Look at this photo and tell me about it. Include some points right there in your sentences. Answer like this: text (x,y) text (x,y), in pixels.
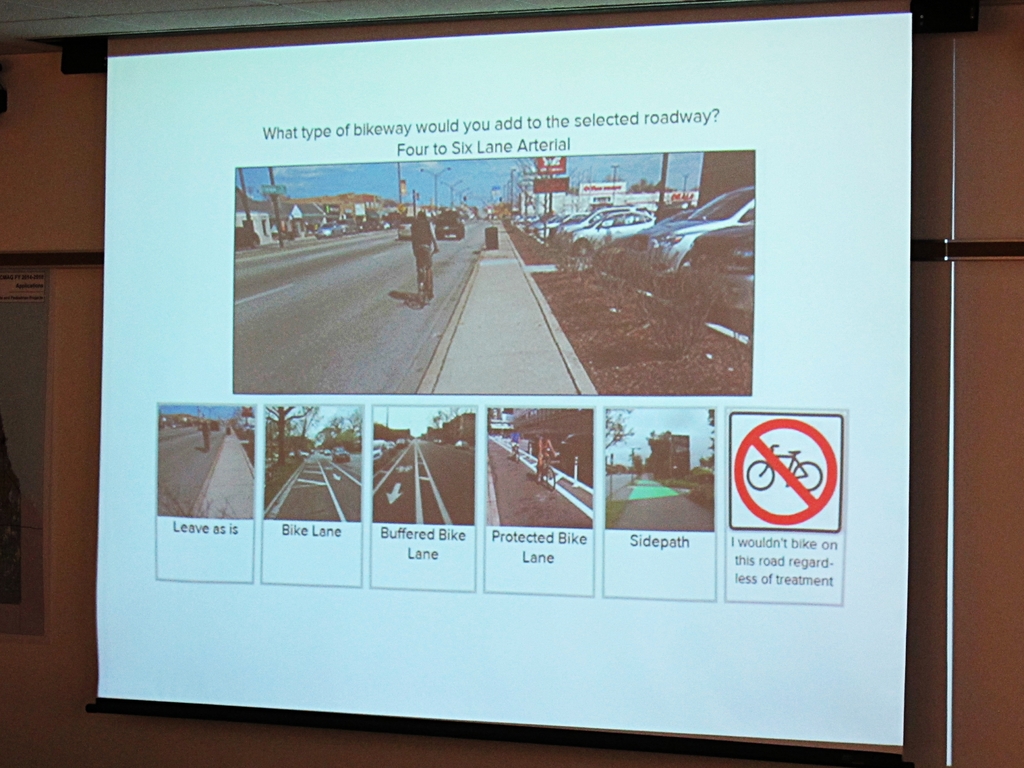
In the center of the picture (597,464) there is a projector screen (402,462), on the screen (500,283) there are pictures (615,250) of people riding bicycle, roads (559,489) and boards (754,489). In the pictures (602,225) there are cars (558,224), street lights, plants (694,313) and trees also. On the left (15,365) there is a poster (13,361). On the right (980,224) it is wall (955,533).
